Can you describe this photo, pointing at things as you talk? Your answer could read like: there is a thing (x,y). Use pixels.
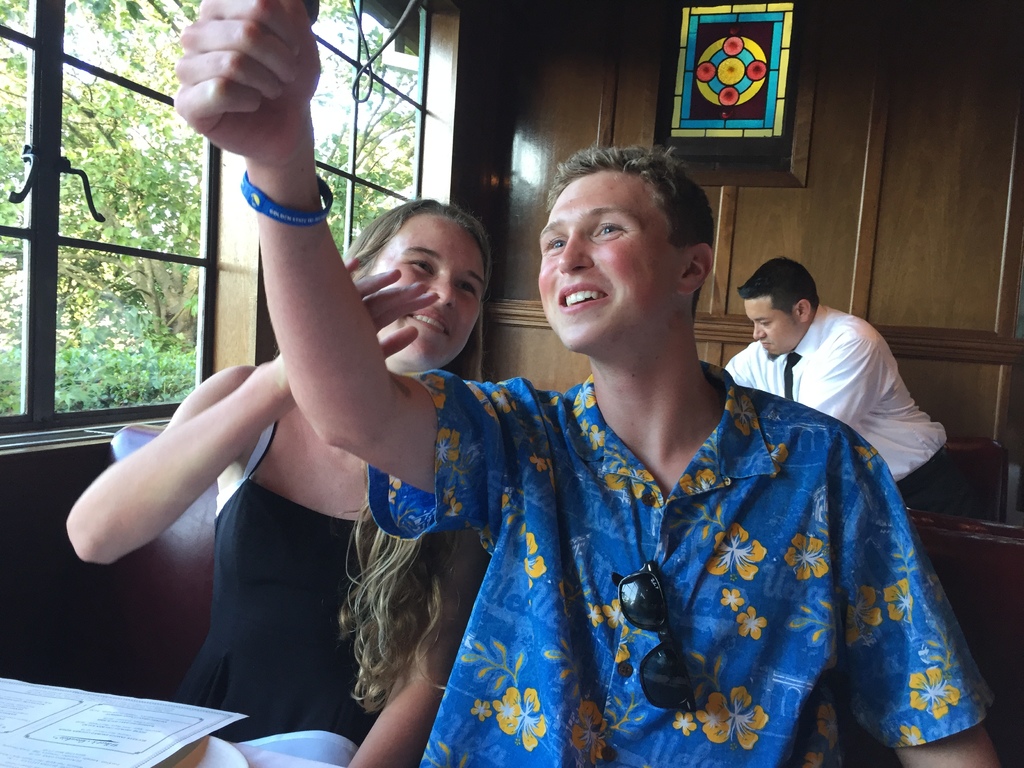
In this image we can see two persons (335,568) sitting on the chair (200,519), some object (146,721) on the table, one person (805,351) is standing in the background (812,336), there is a frame (680,157) on the wooden wall (534,26), on the left (78,82) we can see the windows (27,267) and trees (153,38).
